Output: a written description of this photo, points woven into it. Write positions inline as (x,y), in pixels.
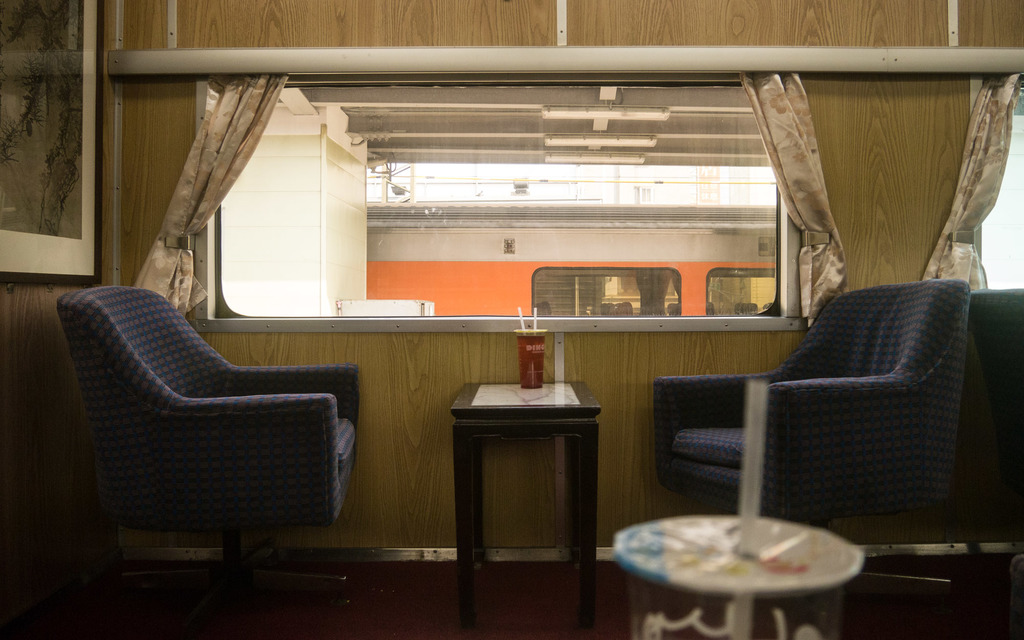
In this picture there are two sofas (888,304) at the right (898,313) and left side of the image (182,463) and there is a table (586,395) at the center of the image (589,414), there are curtains (971,209) at left (150,256) and right side of the image (975,196) and there is a portrait (7,223) at the left side of the image (68,183), it seems to be a train compartment (892,105).
